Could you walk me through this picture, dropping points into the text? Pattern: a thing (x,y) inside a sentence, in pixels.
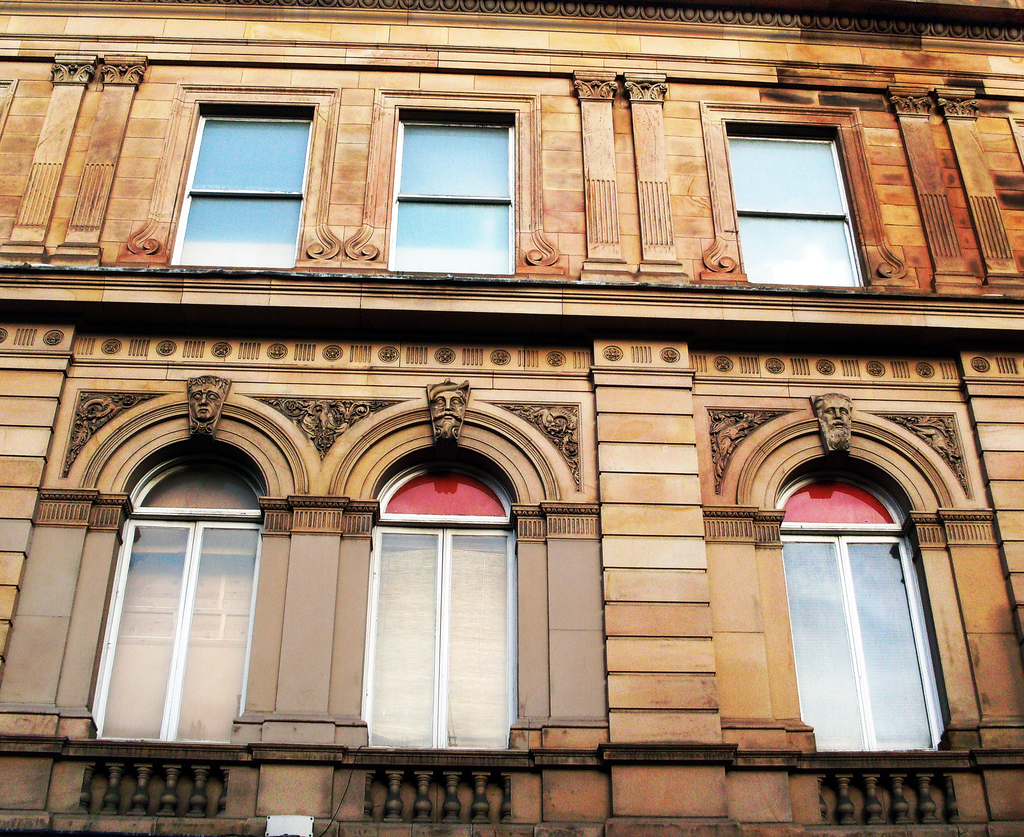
in this picture I can see the building (293,644). In the center (462,550) I can see the windows (740,146). At the top of the windows (188,469) I can see some statues (207,423) of the persons faces (206,405).
